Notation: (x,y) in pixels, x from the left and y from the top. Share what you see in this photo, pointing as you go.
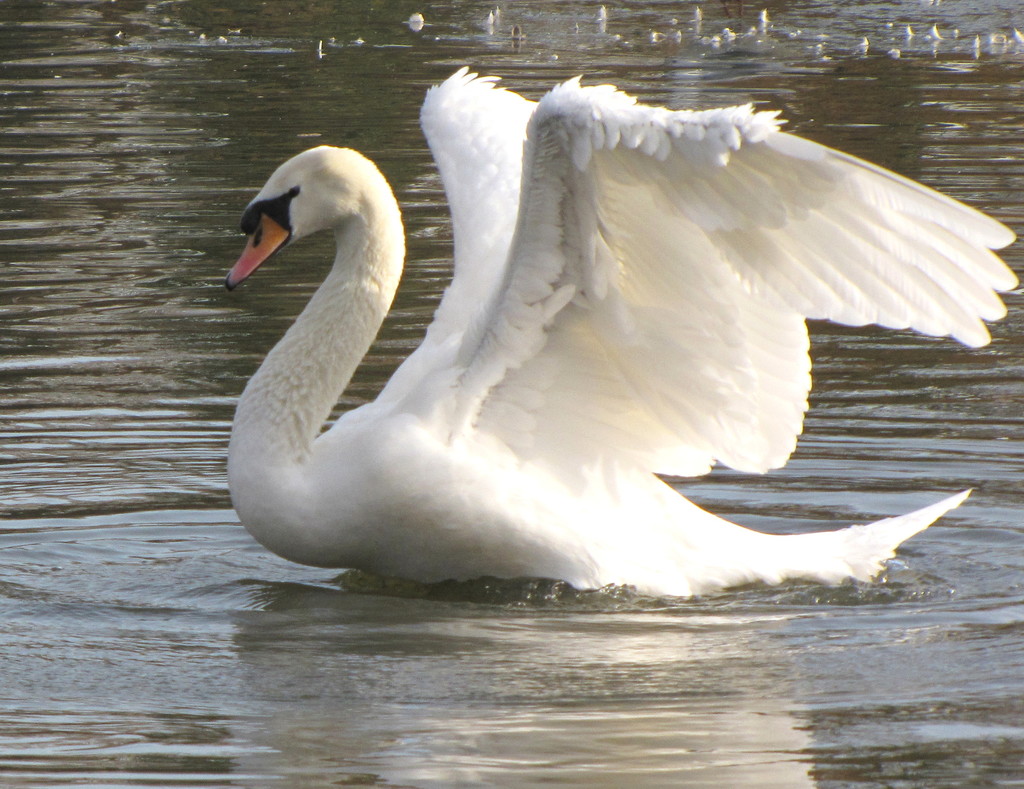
In this picture we can see a swan (657,398) on the water (648,664).
